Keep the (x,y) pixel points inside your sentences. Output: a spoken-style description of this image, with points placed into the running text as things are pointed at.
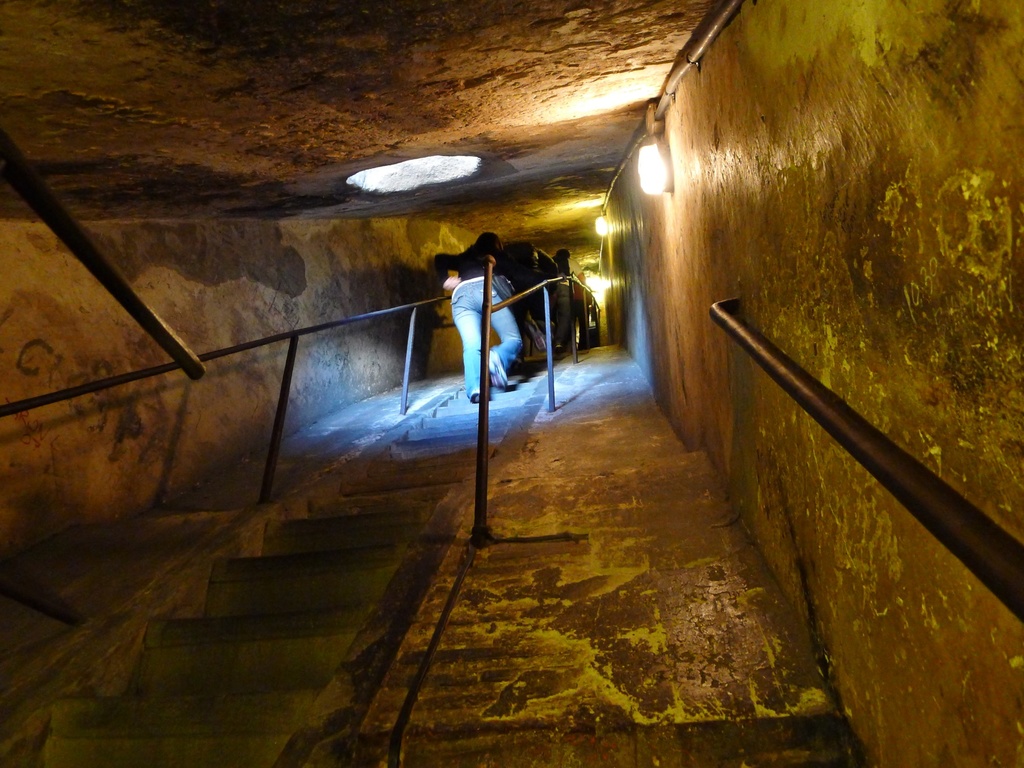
In the picture we can see a tunnel (1008,50) with steps (211,746) and railing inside it with some people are walking on it and beside it we can see some lights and to the ceiling (536,195) we can see a hole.
